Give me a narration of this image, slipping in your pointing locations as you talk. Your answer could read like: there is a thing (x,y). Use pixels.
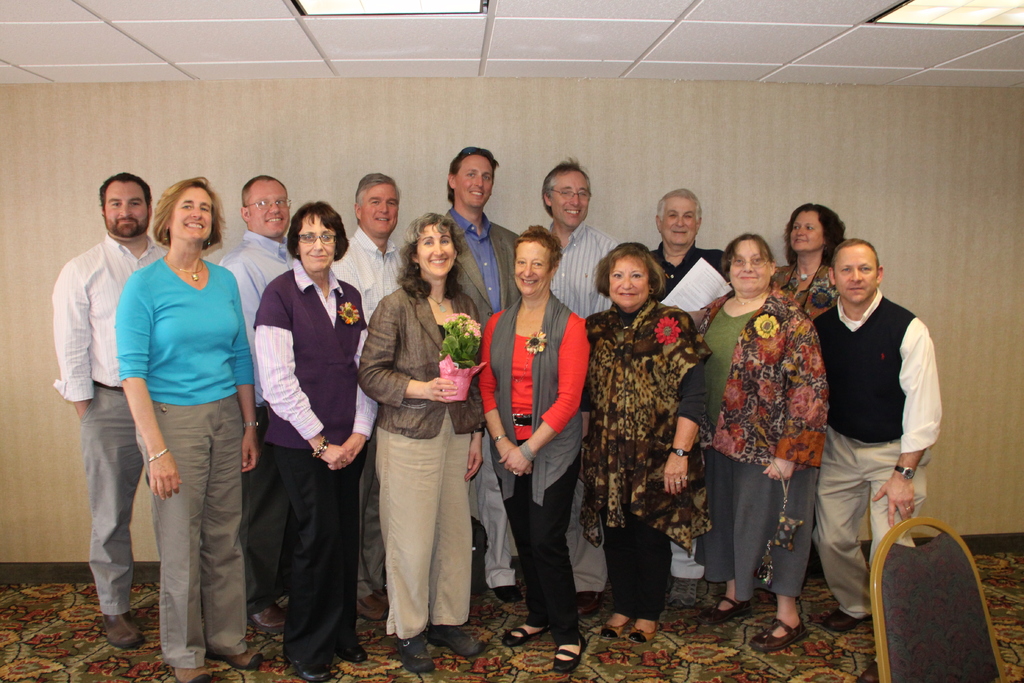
In this image we can see a group of people (591,383) standing on the floor (677,641). One woman (414,356) is holding a flower pot (474,373) in her hand (442,390). One person (266,221) is wearing spectacles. In the foreground (922,635) we can see a chair (944,657). In the background (971,275), we can see a wall (918,187) and two lights (355,11) in the ceiling (287,12).
